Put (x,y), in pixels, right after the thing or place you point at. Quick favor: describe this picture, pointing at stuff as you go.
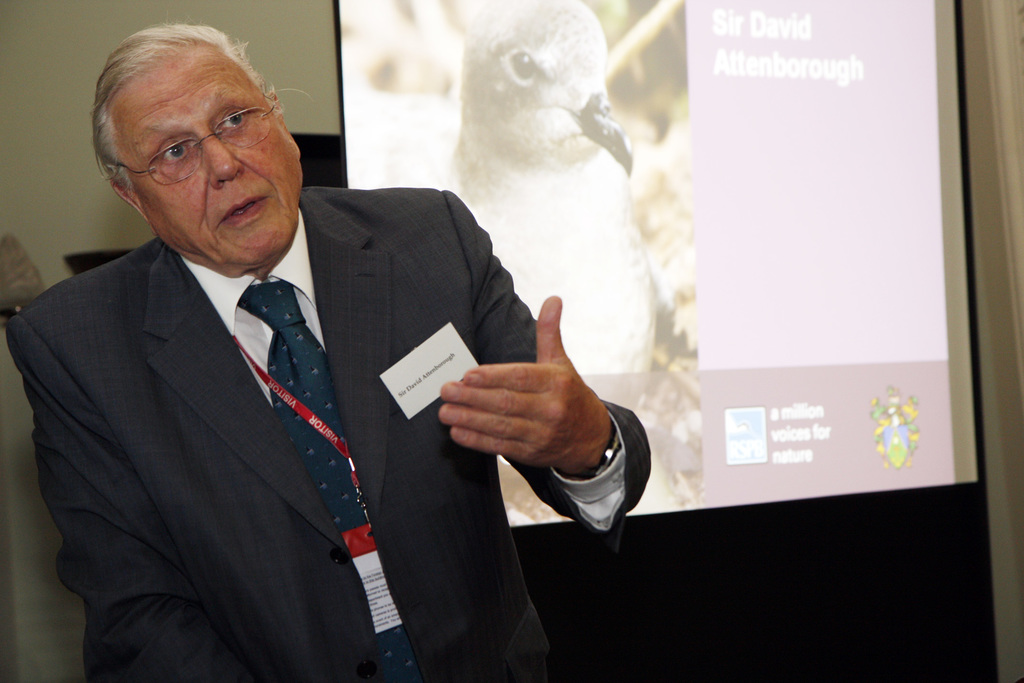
In the image we can see there is a man (277,384) standing, he is wearing formal suit (311,603) and id card (316,423) around his neck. Behind there is a projector screen (658,176) and there is a bird (597,266) on the screen (613,290).
